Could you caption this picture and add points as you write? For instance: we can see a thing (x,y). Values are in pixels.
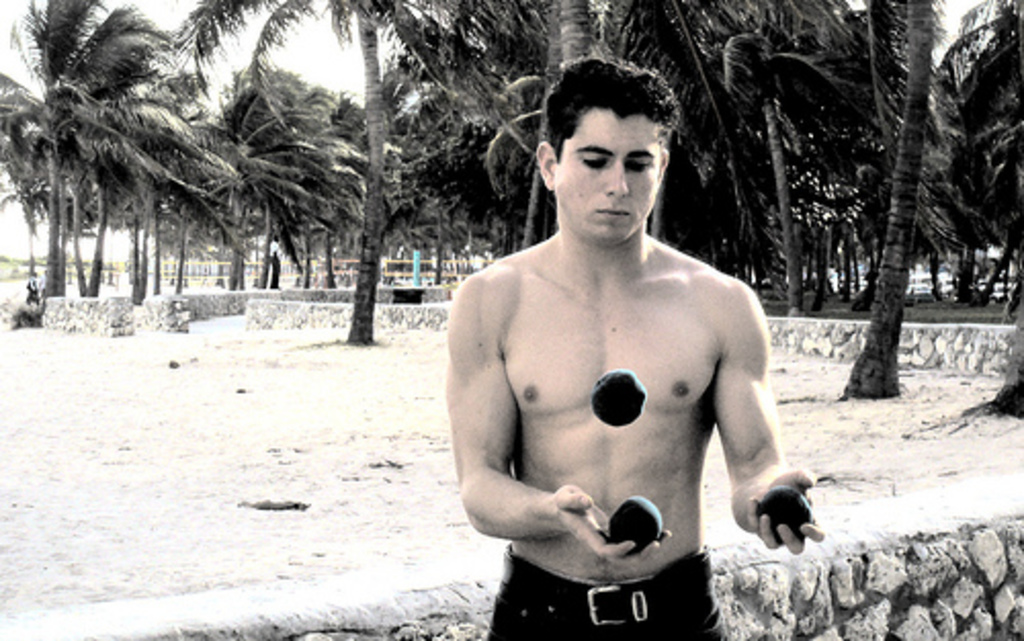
In the image we can see a man (537,389) standing, wearing trouser (641,635) and he is playing with an object (634,416) which is in circular shape. This is a sand (718,498), trees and a sky (295,62).
